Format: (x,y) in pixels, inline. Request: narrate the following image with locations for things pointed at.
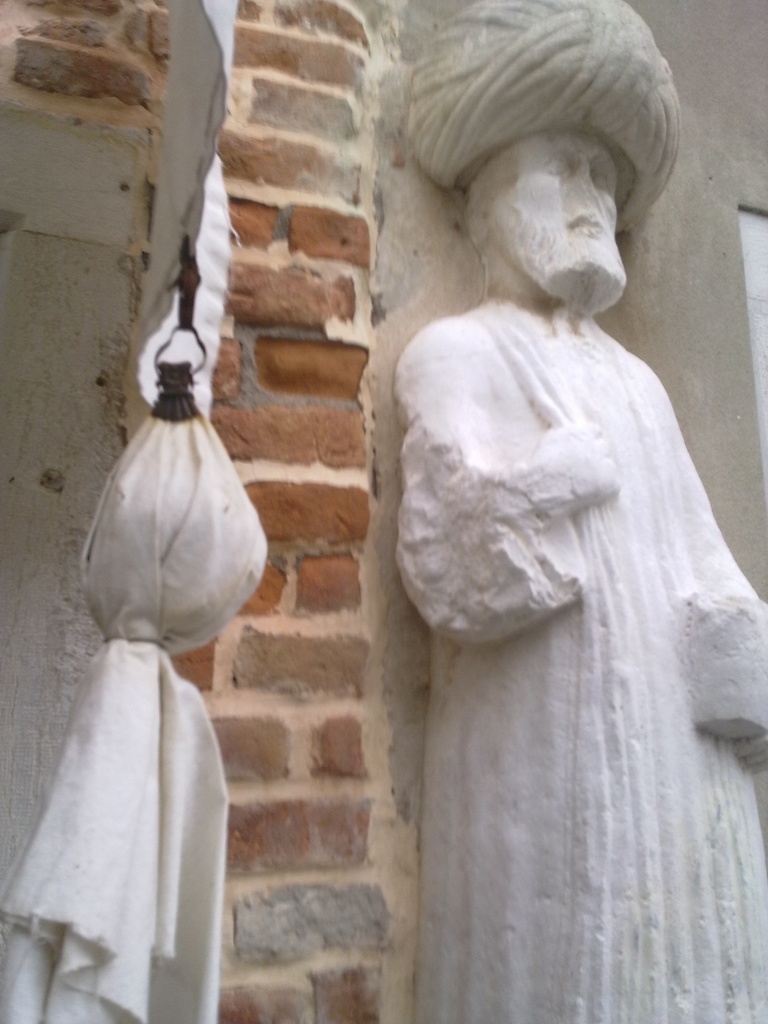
In this image I can see the person statue (442,517), wall (78,176) and the white color cloth (139,514) in front (145,906).
